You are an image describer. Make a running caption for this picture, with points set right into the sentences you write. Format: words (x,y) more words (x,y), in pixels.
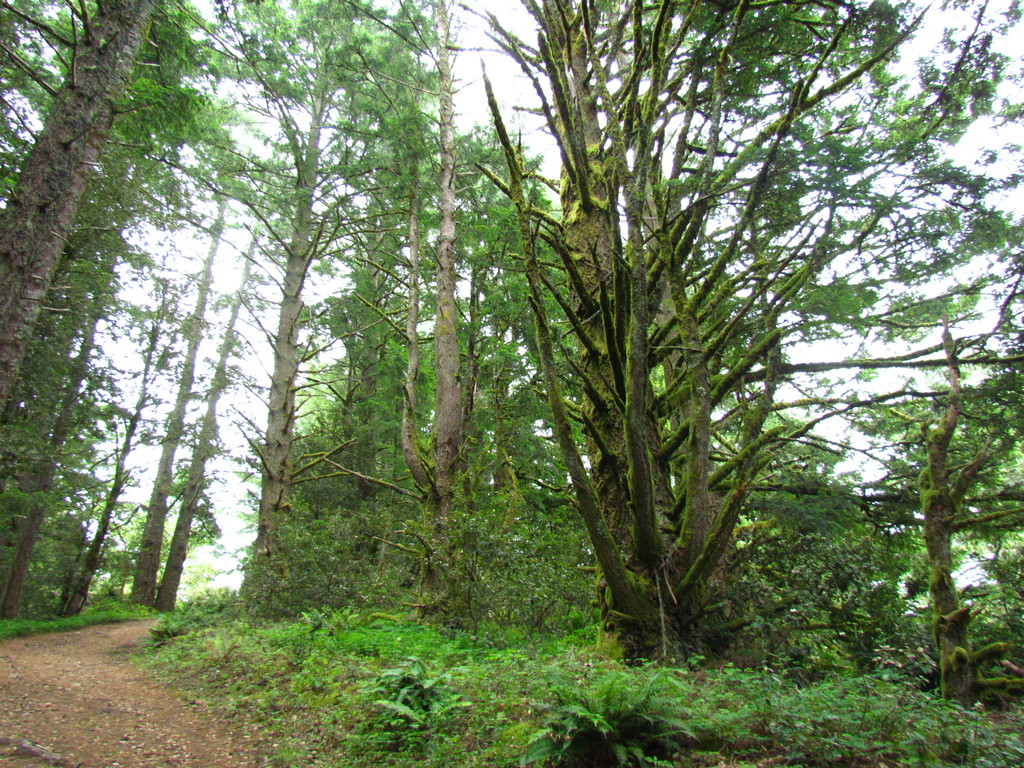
In this image in front (115,744) there is a road (119,724). At the bottom of the image (509,703) there is grass (479,672) on the surface (739,693). In the background (585,529) there are trees (646,45) and sky (475,42).
